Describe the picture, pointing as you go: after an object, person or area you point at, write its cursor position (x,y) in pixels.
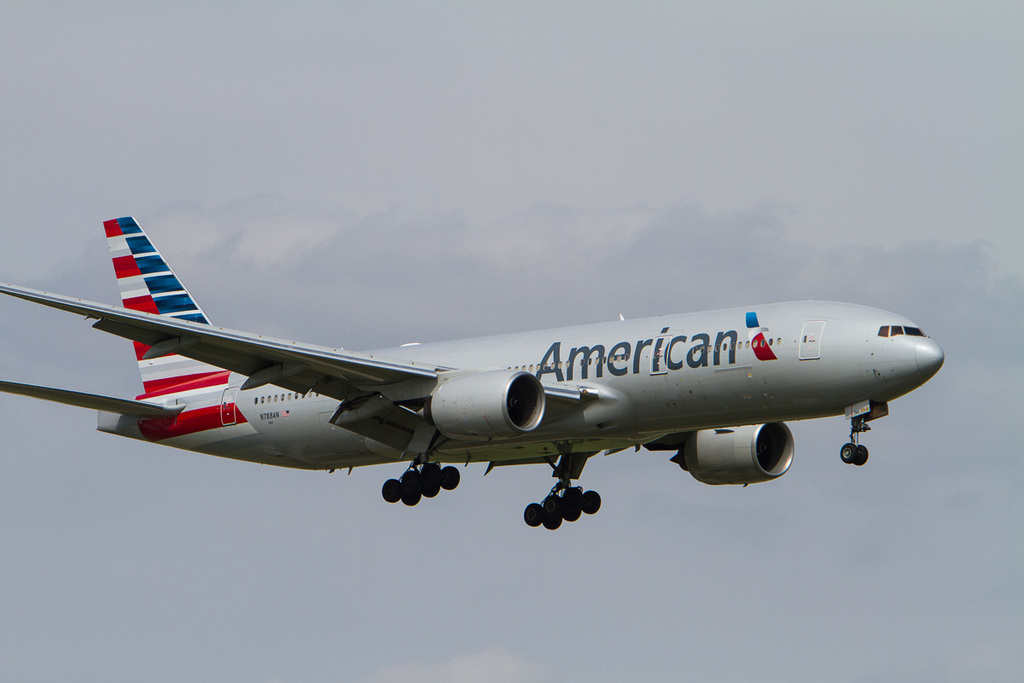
In this image I can see there is an airplane (285,345). And there is a sky (697,527).
